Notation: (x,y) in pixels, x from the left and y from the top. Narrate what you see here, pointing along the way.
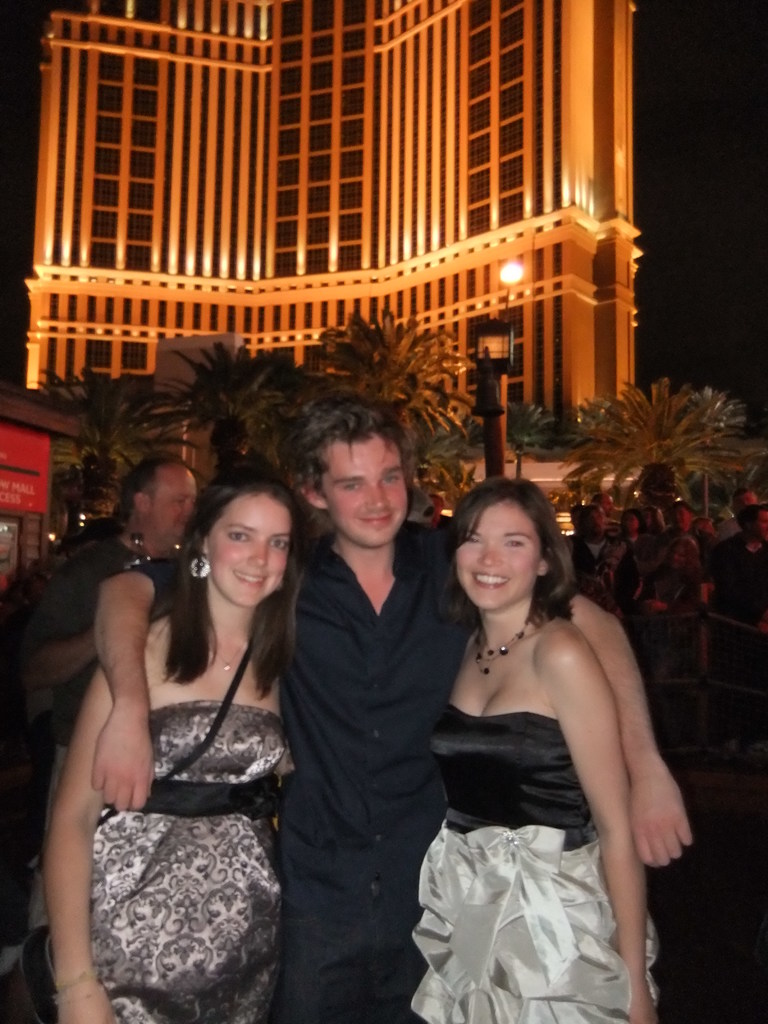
In this image there are three persons (248,1007) standing and smiling, there are group of people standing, there are trees (343,382), and in the background (158,351) there is a building (600,250) and sky (647,111).
